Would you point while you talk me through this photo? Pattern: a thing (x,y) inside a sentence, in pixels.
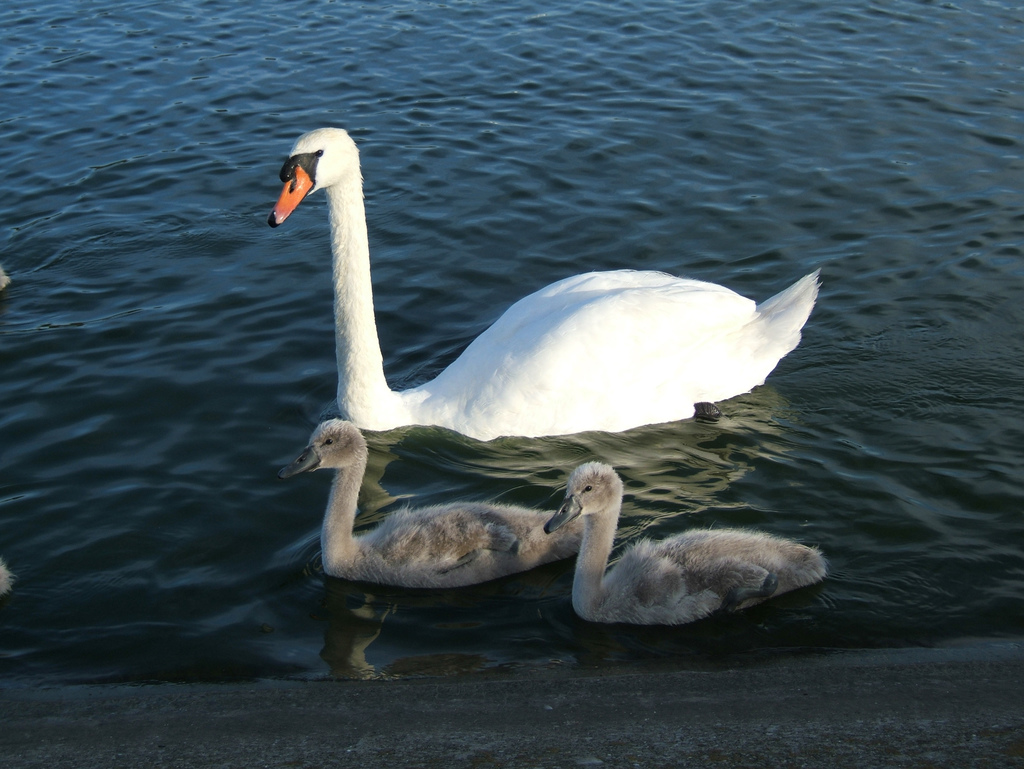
In this image there are swans (373,547) in the water (558,125).
